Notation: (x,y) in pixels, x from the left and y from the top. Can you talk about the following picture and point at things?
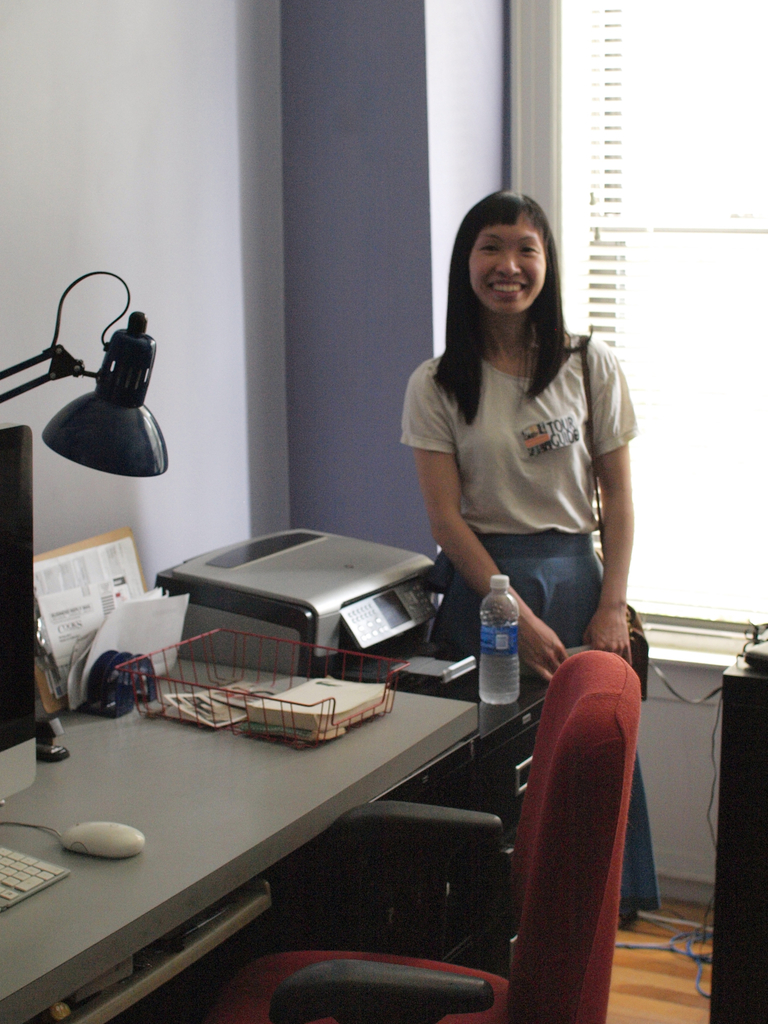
This is the picture of a lady (519,406) in white shirt (550,406) who is standing beside the printer (300,662) and in front of her there is a table (83,813) on which there is a system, mouse (116,827) and stand (334,723) a bottle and also a chair (567,813) and a lamp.
